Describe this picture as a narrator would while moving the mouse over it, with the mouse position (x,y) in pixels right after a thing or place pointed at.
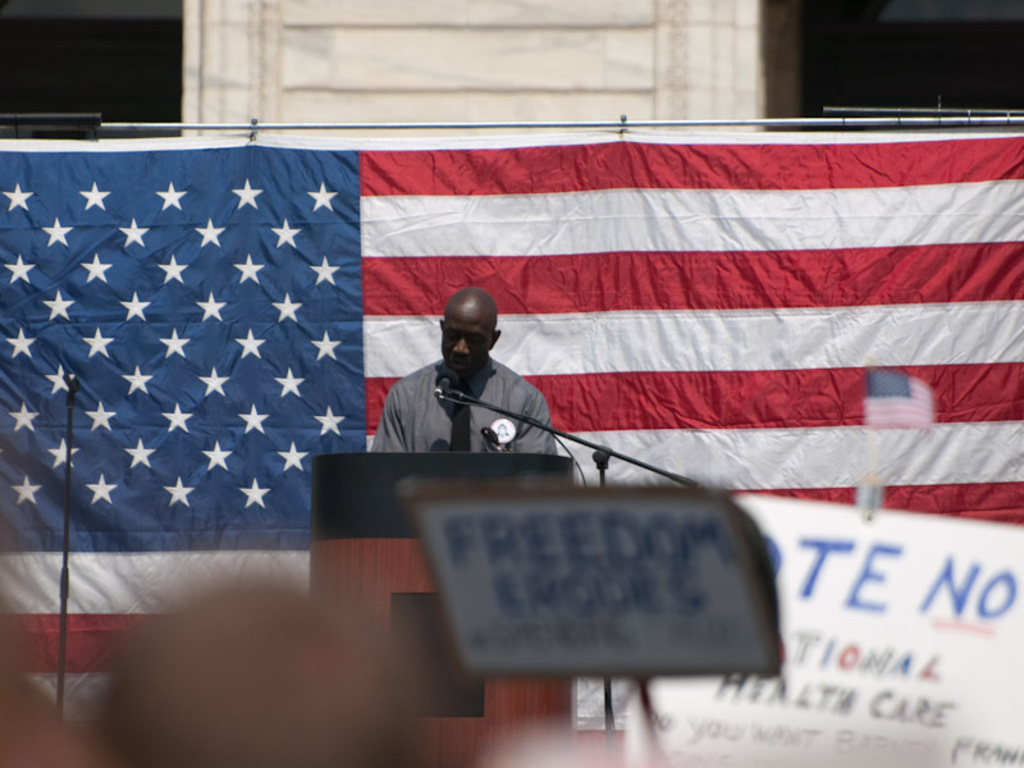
In the foreground of this image (341,689), there is a head (273,705) of a person (277,707) and a placard (631,617). In the background (645,261), there is a flag (862,289), a board (874,639), a tiny flag (894,406) and also a man (509,405) standing in front of a podium (400,465) and a mic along with the stand (582,440). On the left (61,644), there is another mic stand (61,644) in front of the flag (45,296). In the background (386,42), it seems like a pillar (485,44).
